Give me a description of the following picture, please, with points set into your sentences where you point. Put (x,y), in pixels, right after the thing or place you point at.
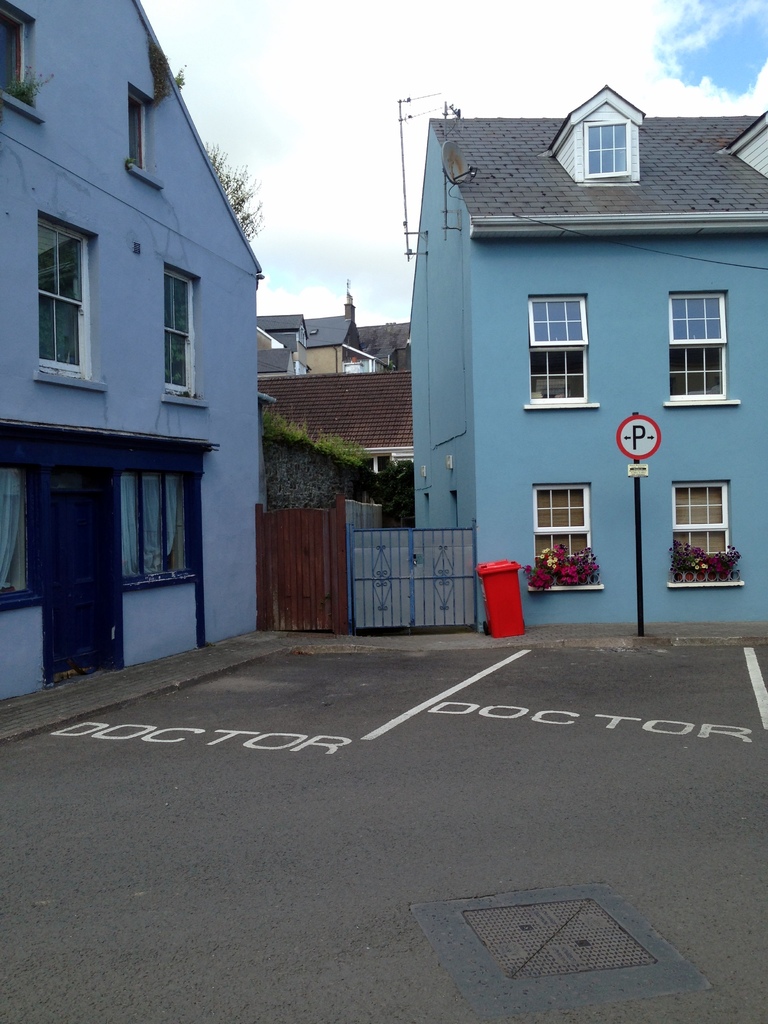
In this image there is a road (393,768) having some text (613,718) and few lines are painted on it. There is a dustbin (491,603), beside there is a pole (639,633) having a board (645,457) attached to it are on the pavement (474,642). Behind there are few buildings (623,331). A building (623,500) is having windows (542,506). Few windows (555,538) are having few plants (584,565) before it. Top of image (242,98) there is sky (532,51) with some clouds (652,64).
